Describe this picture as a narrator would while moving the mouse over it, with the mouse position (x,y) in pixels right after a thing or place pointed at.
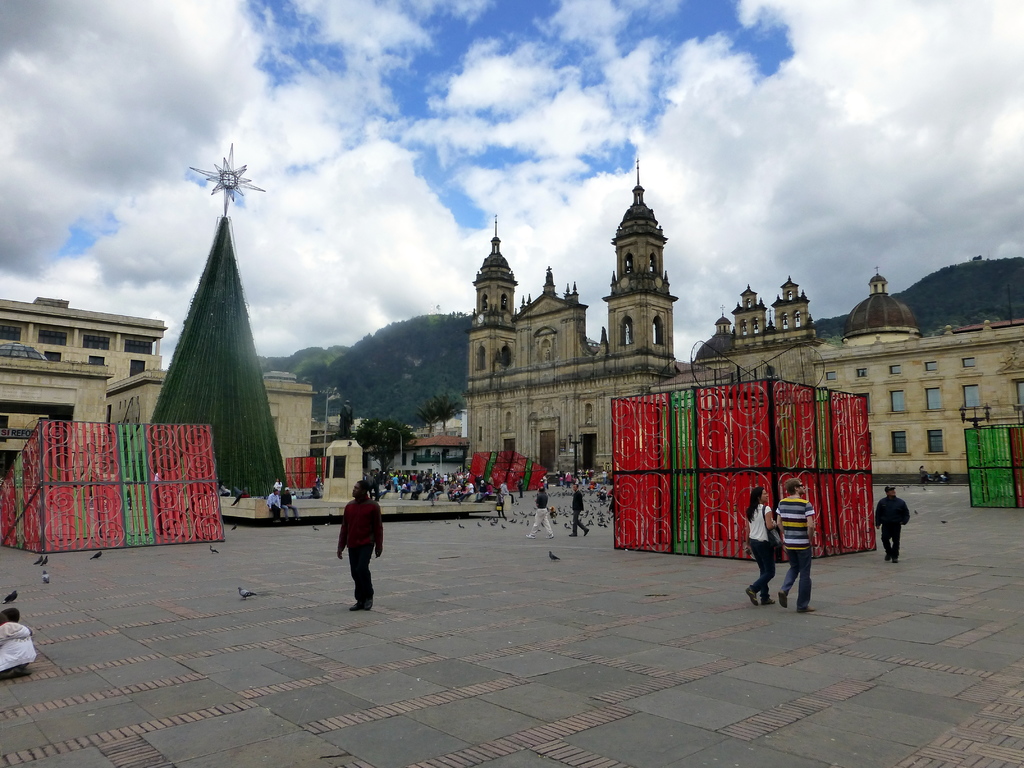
In the middle of the image (362,485) few people (604,494) are standing, walking and we can see some birds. Behind them we can see some buildings (528,419), sheds (1001,503) and trees (221,394). Behind the buildings (614,369) we can see some hills (292,358). At the top of the image (989,100) we can see some clouds (940,8) in the sky (205,70).
